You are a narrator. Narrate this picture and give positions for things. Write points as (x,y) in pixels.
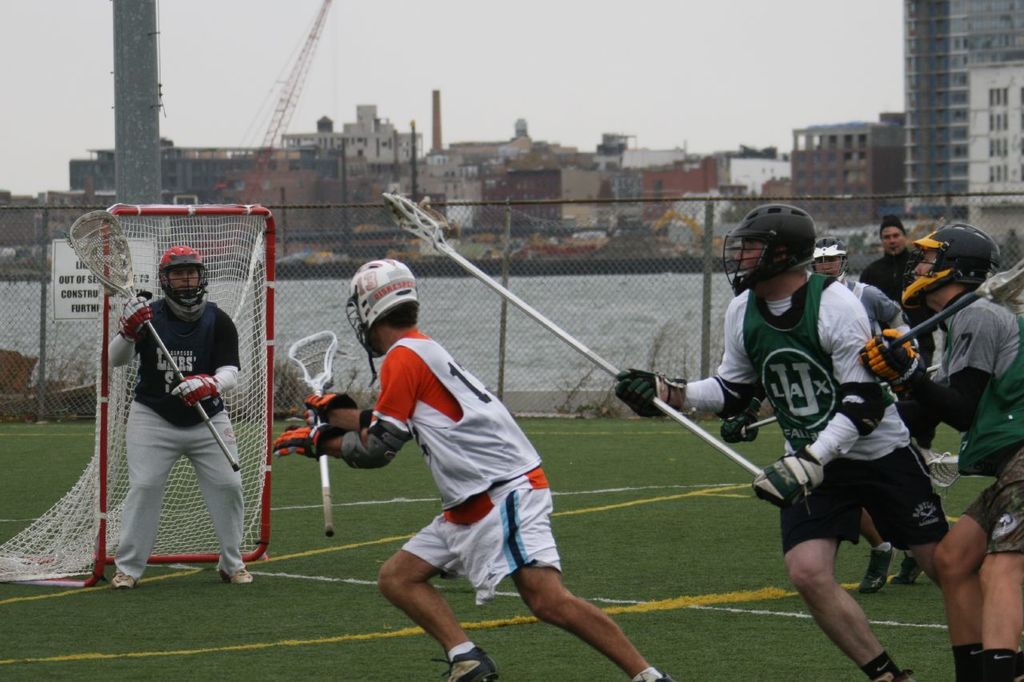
In this image, there are a few people (635,382). Among them, some people (394,454) are holding objects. We can see the ground (306,599) covered with grass (327,657). We can see the net (253,234), the fence (97,206). We can also see a board (56,254) with some text (133,260). We can see some water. There are a few poles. We can see a tower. There are a few buildings (240,196) and we can see the sky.
